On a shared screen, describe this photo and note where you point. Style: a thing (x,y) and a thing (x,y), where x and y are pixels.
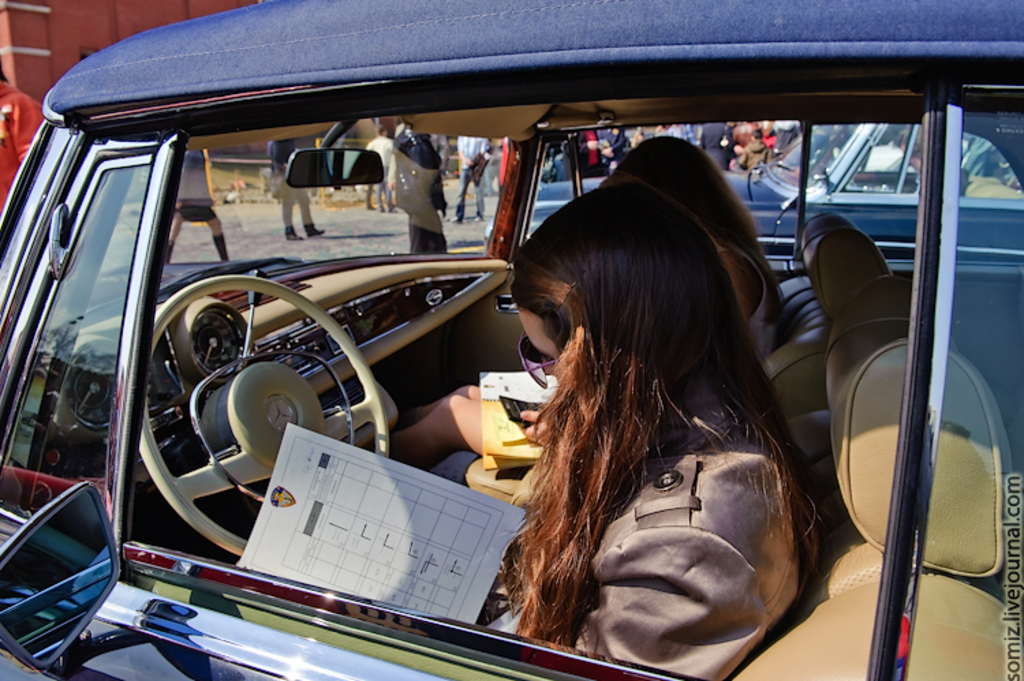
In this picture we can see two women (585,350) sitting inside the car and looking in this paper (412,503). Beside to the car (740,87) we can see other vehicle (891,157) and few persons (597,136) walking and standing on the road (346,209).
